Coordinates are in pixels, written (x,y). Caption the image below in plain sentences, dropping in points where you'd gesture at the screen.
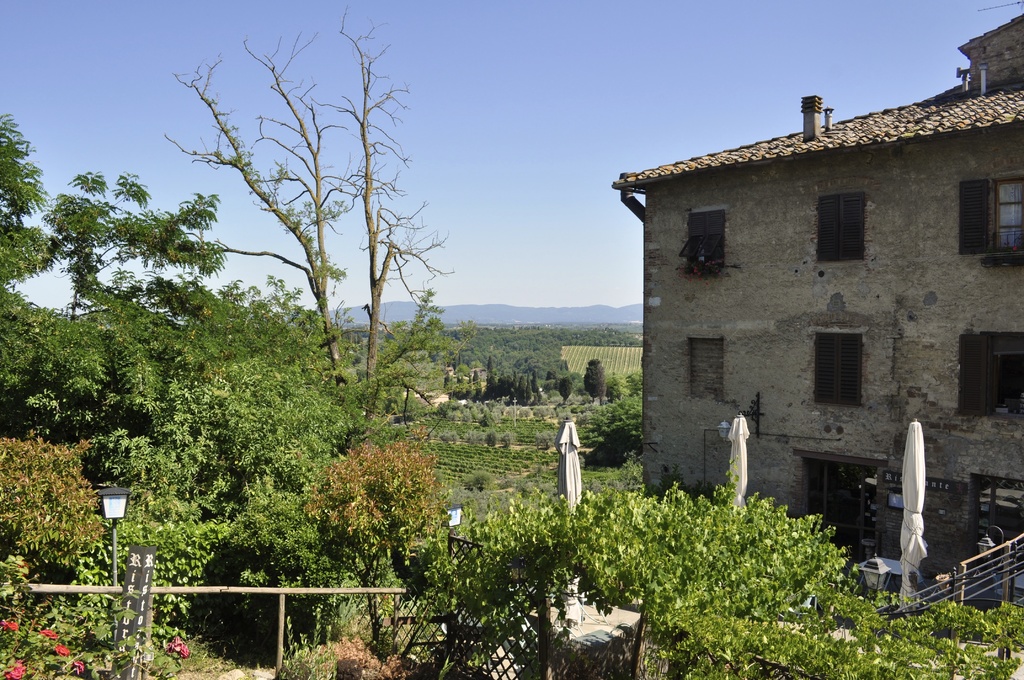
In the foreground of this image (708,442), there are trees (157,435), wooden railing (321,589), light poles (872,566), umbrellas (922,508) folded and a building (731,352). In the background (512,396), there is greenery (538,355), mountains (575,313) and the sky (545,148).
